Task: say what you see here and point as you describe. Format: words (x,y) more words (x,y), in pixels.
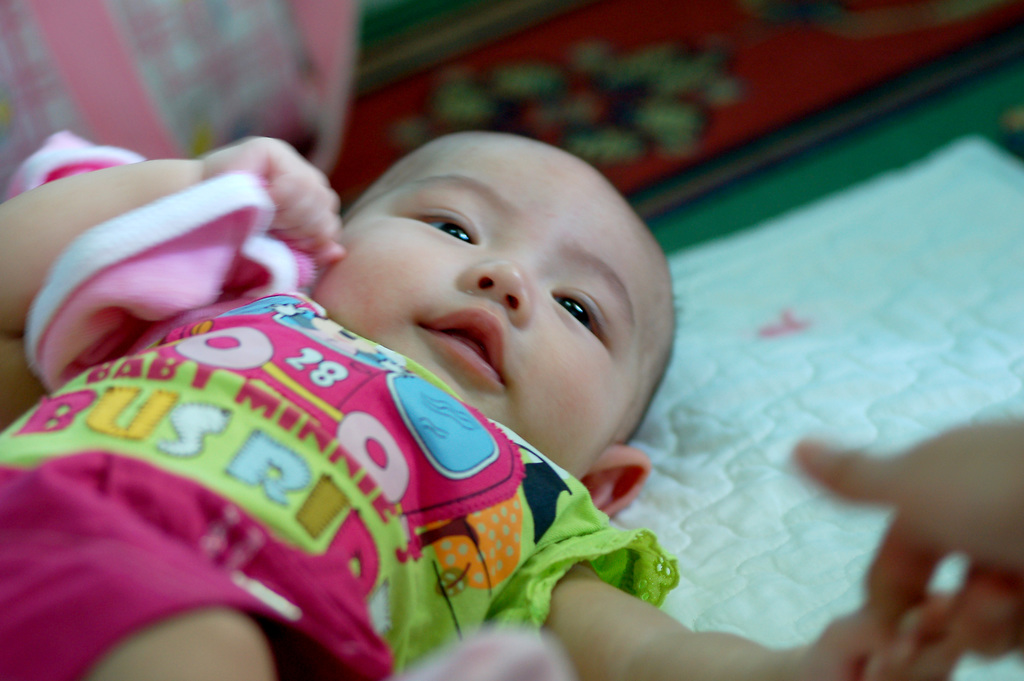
In this image I can see the baby (612,299) lying on the white color cloth (668,456) and the baby (390,458) is wearing pink, blue and green color dress (339,405) and I can see the blurred background (531,24).
